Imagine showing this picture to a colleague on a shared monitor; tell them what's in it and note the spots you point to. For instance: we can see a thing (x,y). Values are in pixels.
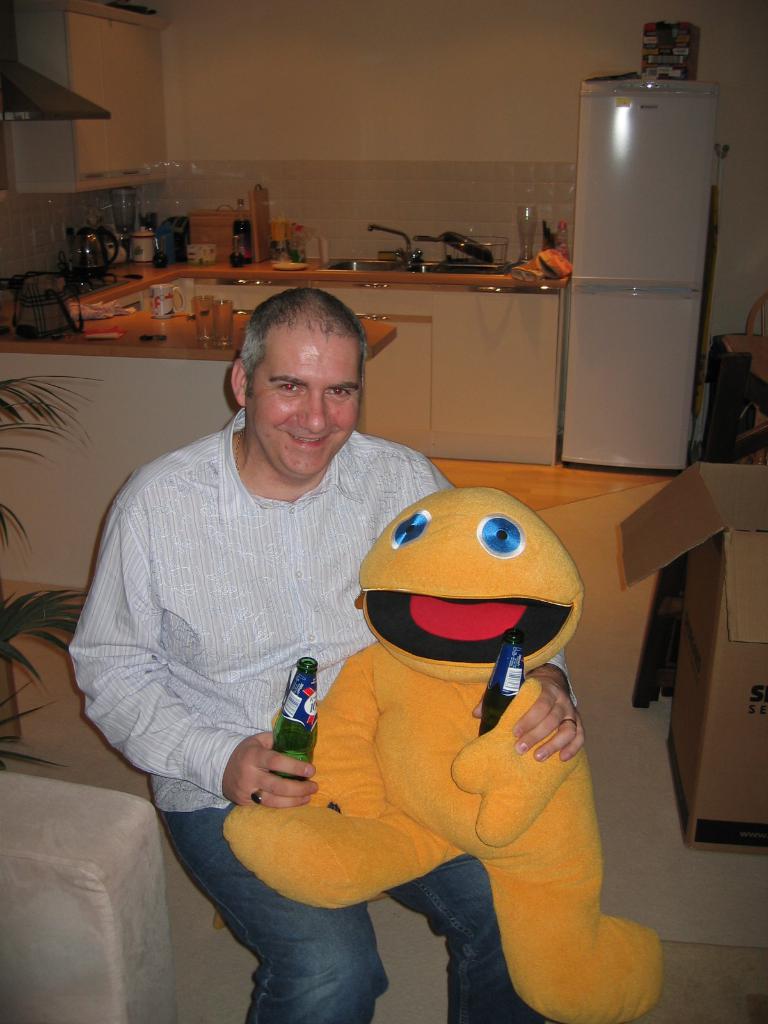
This image consists of a man (322,339) holding a doll (499,785) along with cool drinks (317,701). To the left (34,877), there is a sofa (24,940). In the background (478,230), there is a kitchen (465,240) and a fridge (578,339).
